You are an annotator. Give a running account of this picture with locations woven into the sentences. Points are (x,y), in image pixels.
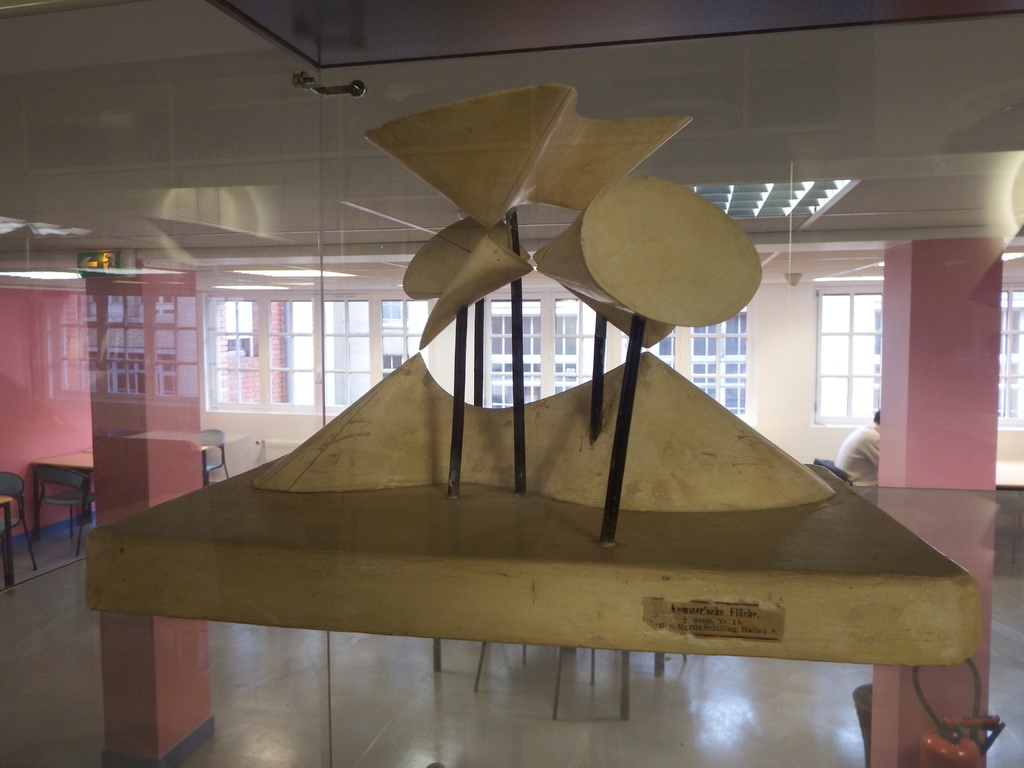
In the foreground of the picture (422,413) it is looking like a canopy (602,556) and there are some other objects (639,458). In the background (408,334) we can see windows (281,367), chairs (61,469), tables (1013,461), people (844,448) and other objects (919,464). At the top (486,67) it is ceiling (801,131) and there are lights (795,204).
